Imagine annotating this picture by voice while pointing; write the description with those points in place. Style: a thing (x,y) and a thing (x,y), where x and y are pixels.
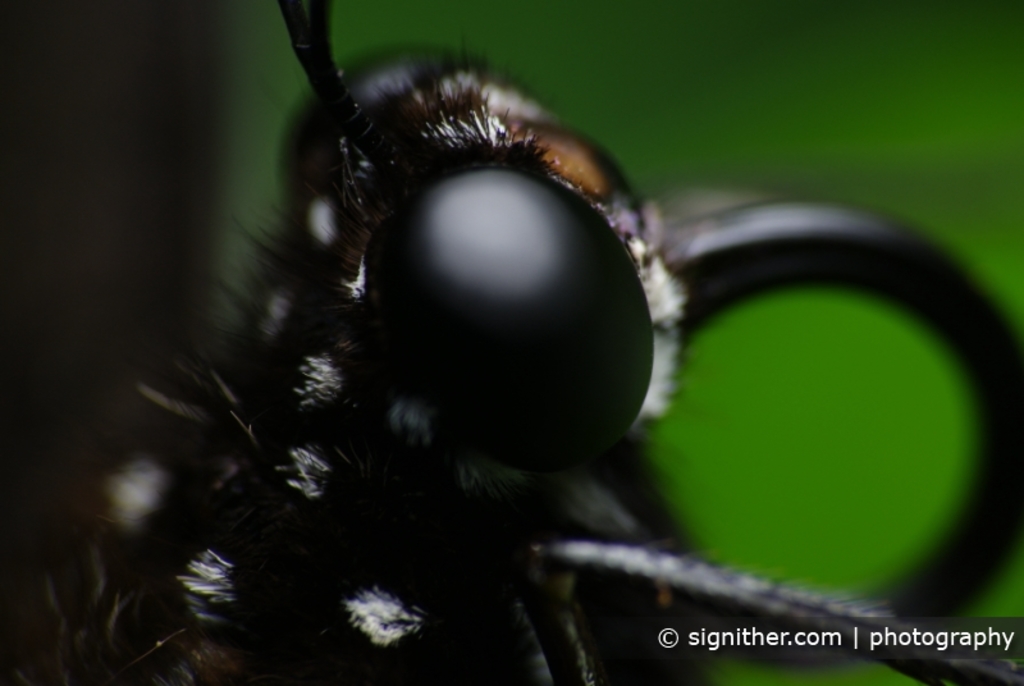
In this image we can see an insect (633,294).
